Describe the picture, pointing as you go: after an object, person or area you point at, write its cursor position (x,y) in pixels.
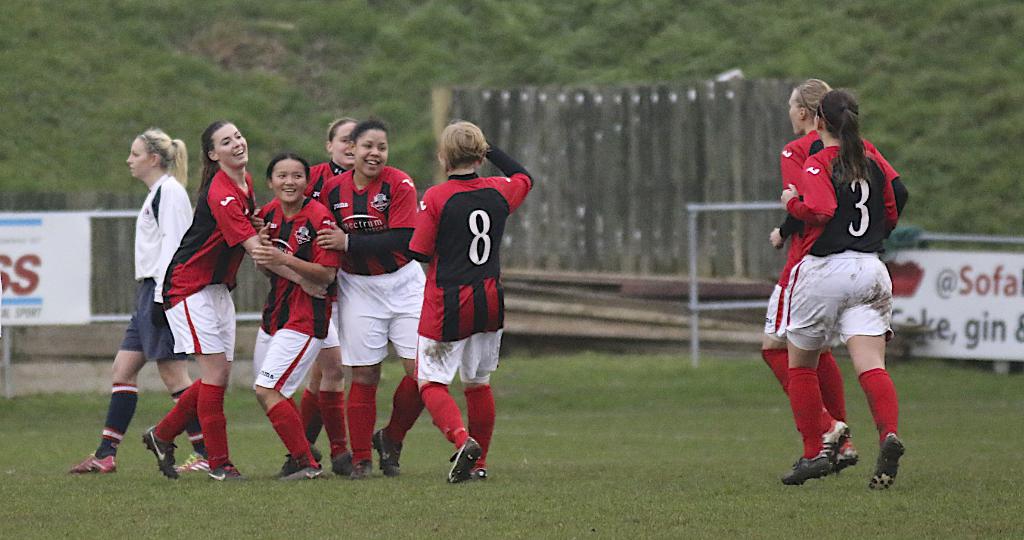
In this image we can see many people (880,282). On the ground (611,476) there is grass (580,491). In the back (1007,296) there are banners (972,324). Also there is fencing (694,96). And there is a hill (596,47).
